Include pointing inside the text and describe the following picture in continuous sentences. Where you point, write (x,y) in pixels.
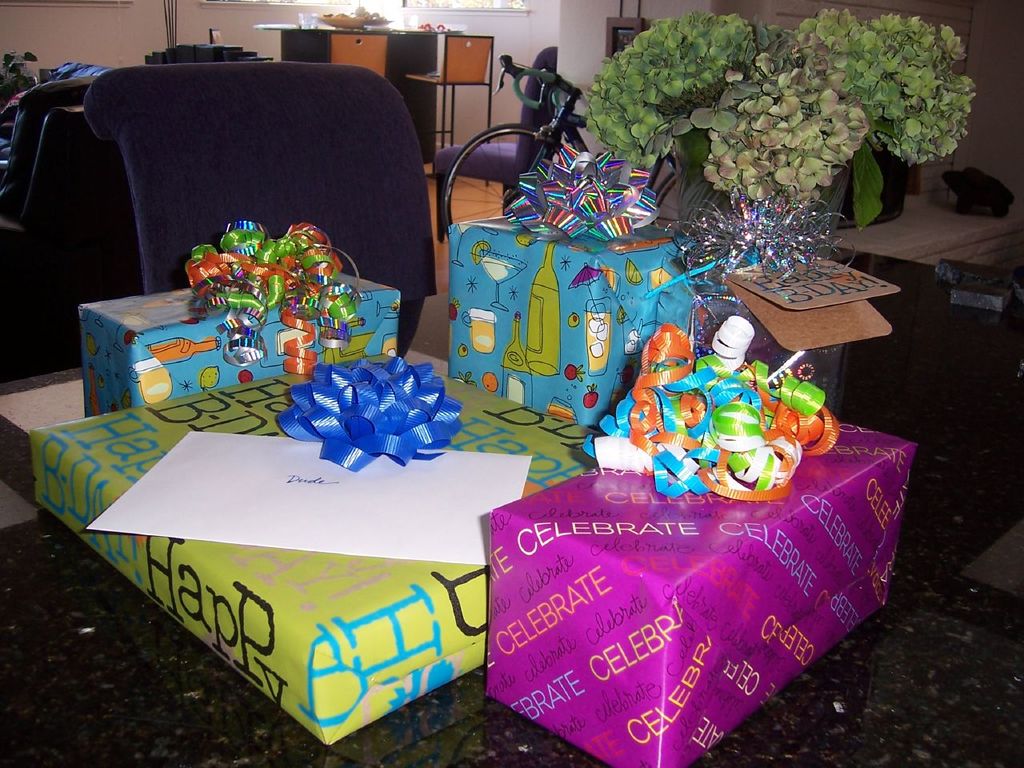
In this Image I see lot of presents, few chairs (20,258), cycle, a plant (924,138) over here. In the background (523,148) I see another 2 chairs (366,34) and the wall (568,50).
